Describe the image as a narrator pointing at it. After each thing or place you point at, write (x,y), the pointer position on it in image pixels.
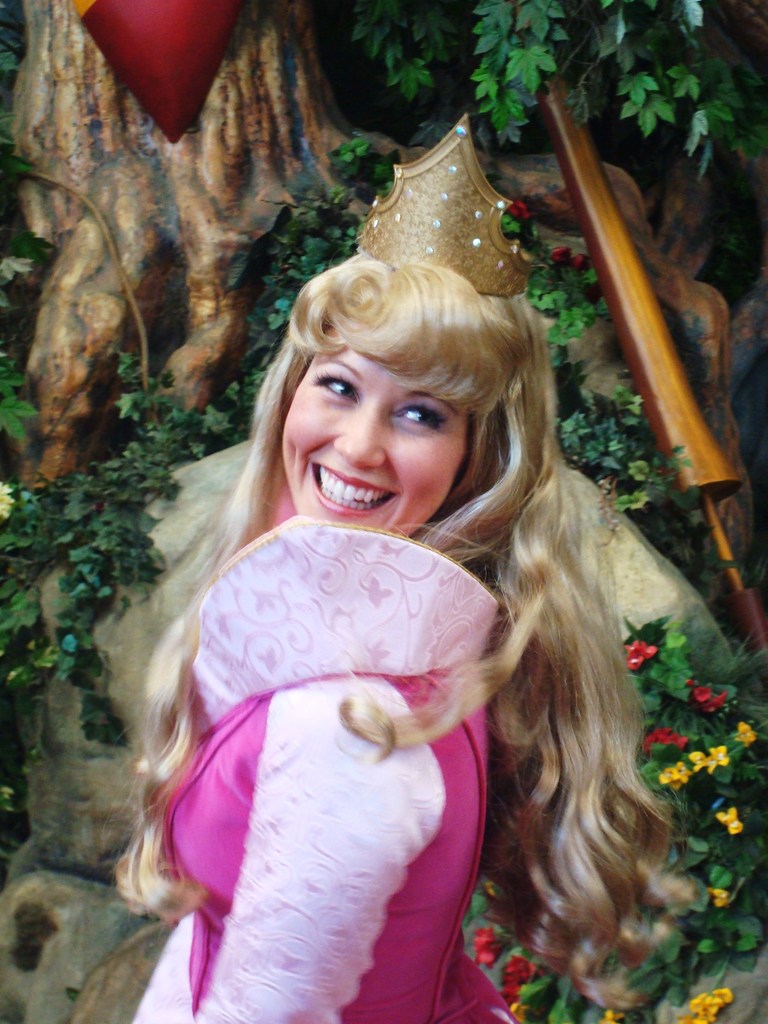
This image consists of a girl (370,586) wearing a pink dress (340,528). She is also wearing a crown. In the background (537,219), there are plants (524,220) and rocks (50,1023).
